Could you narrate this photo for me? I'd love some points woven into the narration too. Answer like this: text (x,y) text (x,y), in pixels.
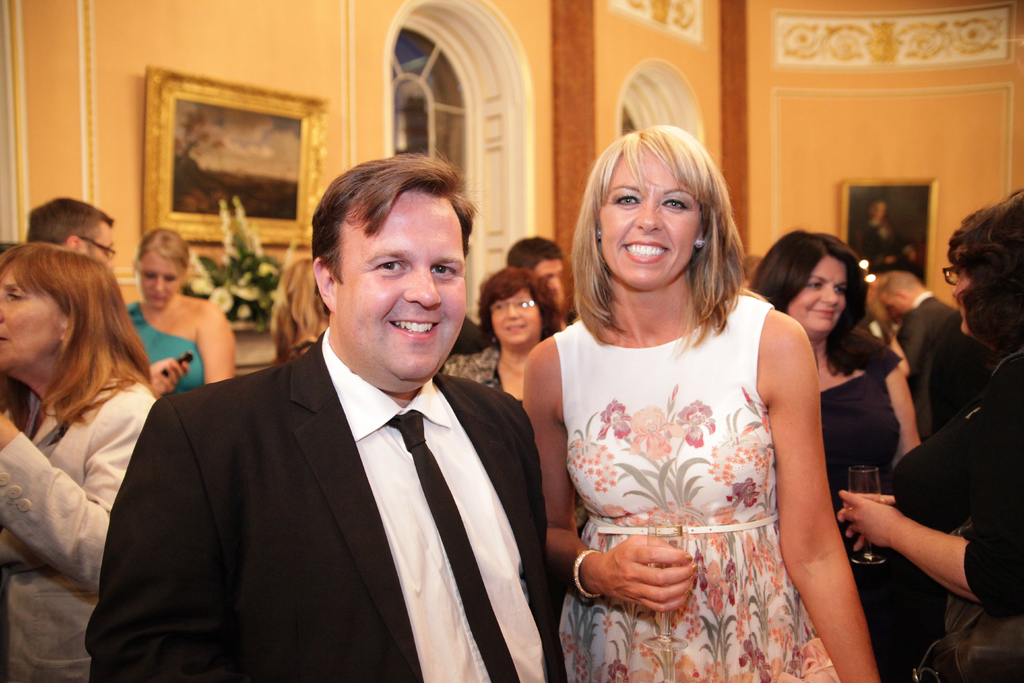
In this image we can see persons (448,461) standing on the floor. In the background (250,130) we can see wall hangings (249,133), windows (442,100), walls (80,93) and flowers (206,259).
